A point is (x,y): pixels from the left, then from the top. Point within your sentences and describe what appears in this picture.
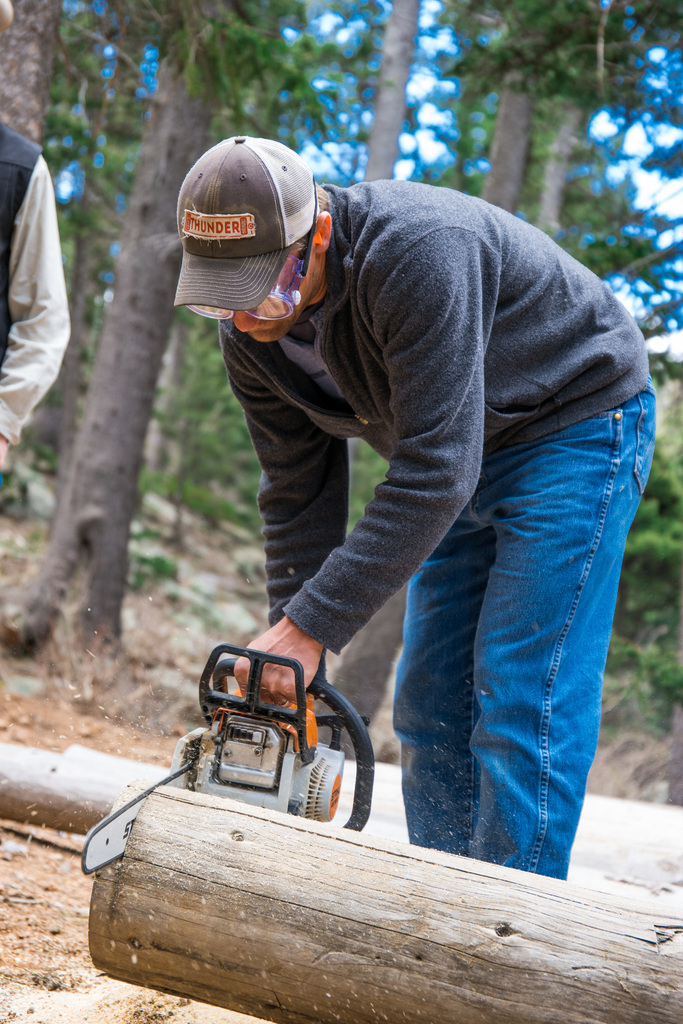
In this image I can see a person (318,635) is cutting wood (296,883) by using a wood cutter (276,772). I can see another person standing on the left hand side of the image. I can see trees (279,65) behind them with a blurred background (230,53).
